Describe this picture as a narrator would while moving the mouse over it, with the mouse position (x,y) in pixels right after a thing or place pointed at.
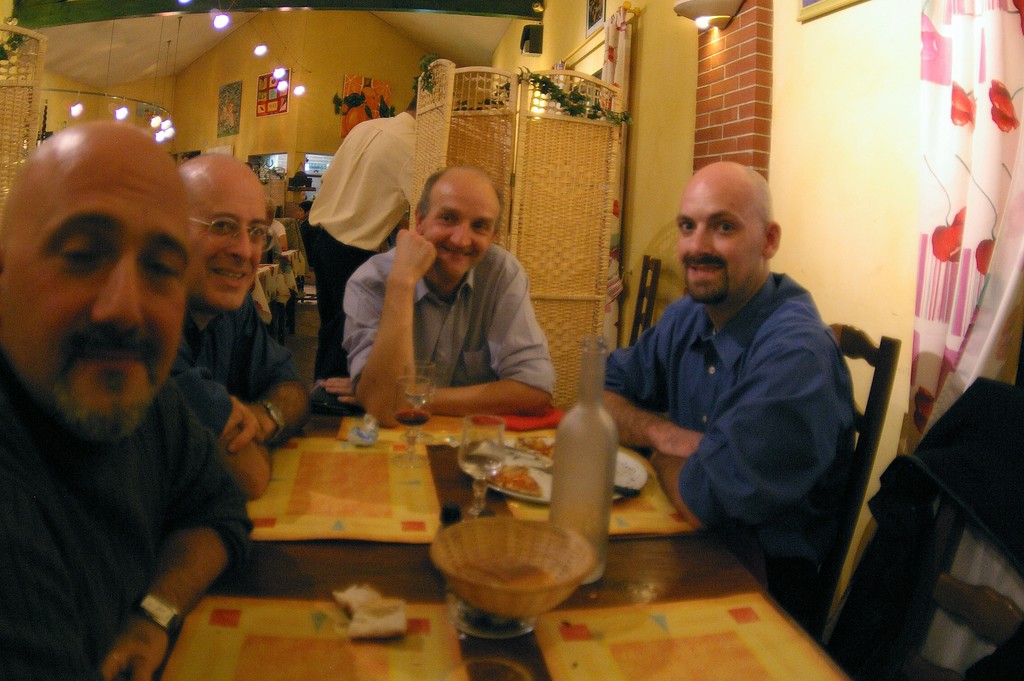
In the image there are four men (532,357) sat on chair (878,416) around the table (624,544) with vodka bottle (574,505) and plate (522,453) with food (499,477) on the table (412,570). at corner the ceiling (208,1) has hanging lights (277,74) and the right side (937,264) corner there is curtain (988,283).
